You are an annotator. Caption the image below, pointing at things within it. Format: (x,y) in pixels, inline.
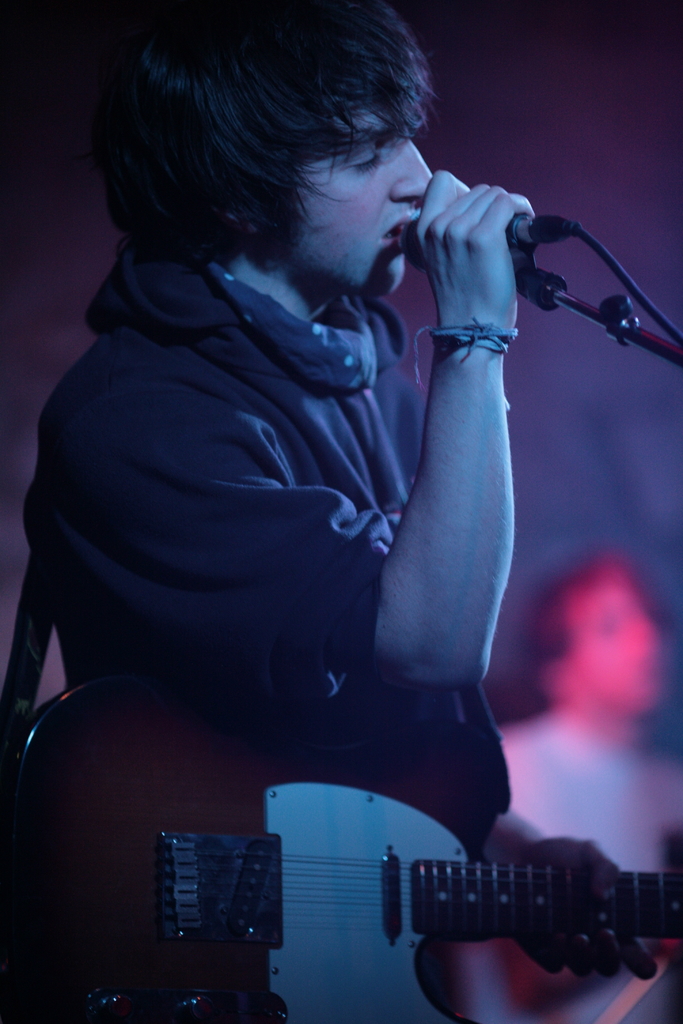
In this image there is a person (431,649) holding microphone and he is holding guitar (481,895) with his left hand (571,845). At the back (568,833) there is another person (631,765).
